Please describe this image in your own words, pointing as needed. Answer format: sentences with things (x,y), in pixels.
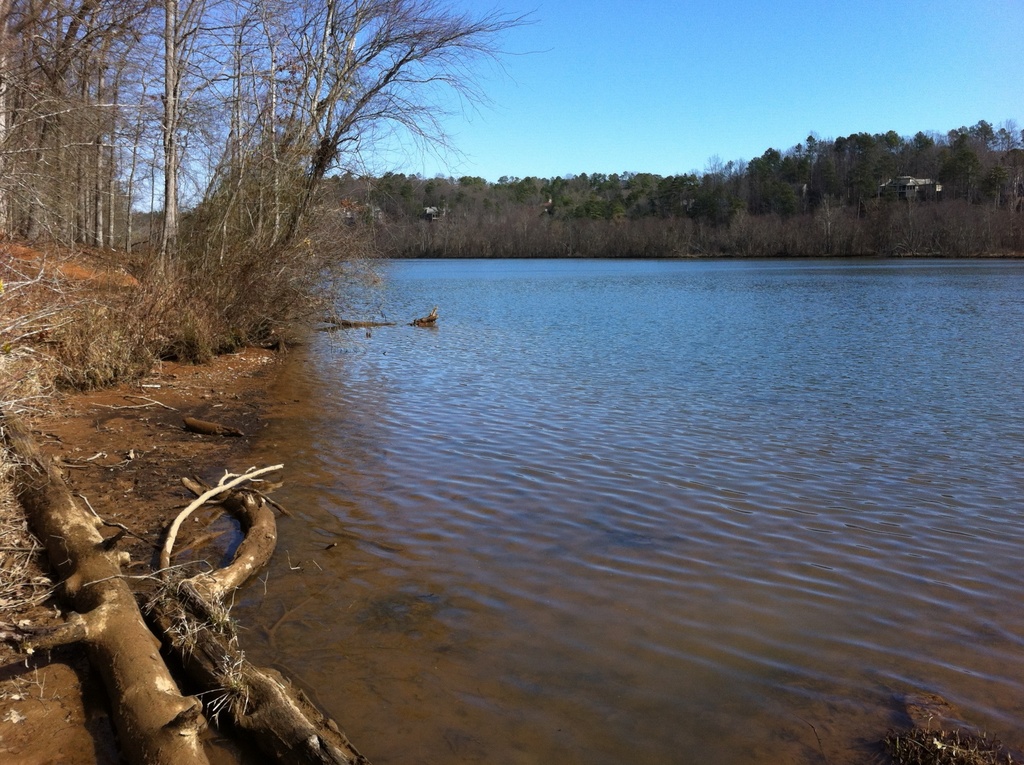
In this I can see in the middle (660,258) it is water (713,401), there are trees (576,221) on either side, at the top (692,37) it is the sky (704,40). On the left side (144,655) there are dried logs (136,614).
